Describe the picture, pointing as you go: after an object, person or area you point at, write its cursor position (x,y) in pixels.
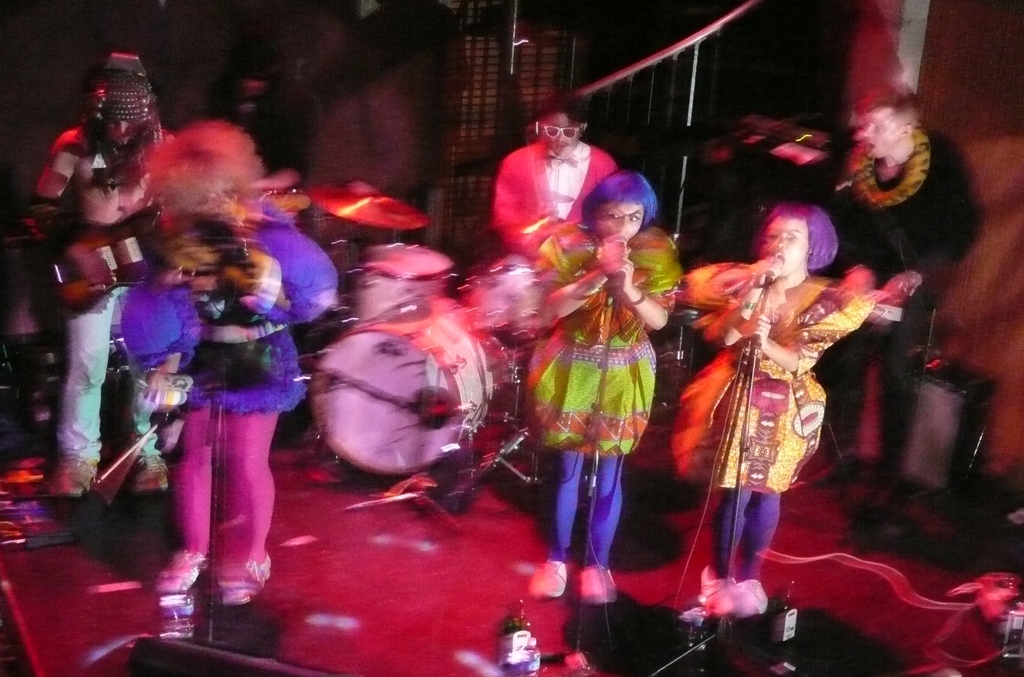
This picture is clicked in the musical concert. In the middle (648,355), we see two women (771,391) are standing and they are holding the microphones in their hands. They are singing the songs on the microphone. Behind them, we see a man (885,196) is standing and he is playing a musical instrument (892,312). Beside him, we see a man (507,189) is playing the drums (441,256). On the left side (229,153), we see a woman (262,304) is standing and she is holding a microphone (192,385) in her hand (180,390). Behind her, we see a man (111,185) is standing and he is holding a guitar (68,248) in his hands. At the bottom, we see the speaker boxes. In the background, we see a wall (1012,411) and the windows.
